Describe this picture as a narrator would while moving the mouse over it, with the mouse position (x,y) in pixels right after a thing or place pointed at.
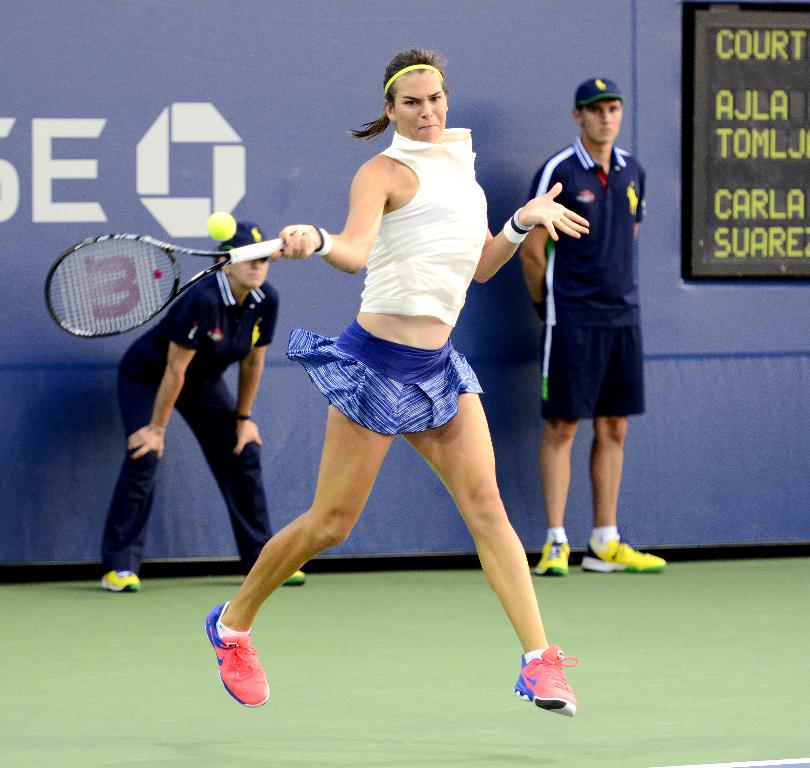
In the image we can see there is a woman (251,682) who is jumping and holding tennis racket (175,262) in her hand (283,233) and she is hitting a ball (221,221) and behind there are people (202,321) who are standing and they are watching the woman (434,409).
